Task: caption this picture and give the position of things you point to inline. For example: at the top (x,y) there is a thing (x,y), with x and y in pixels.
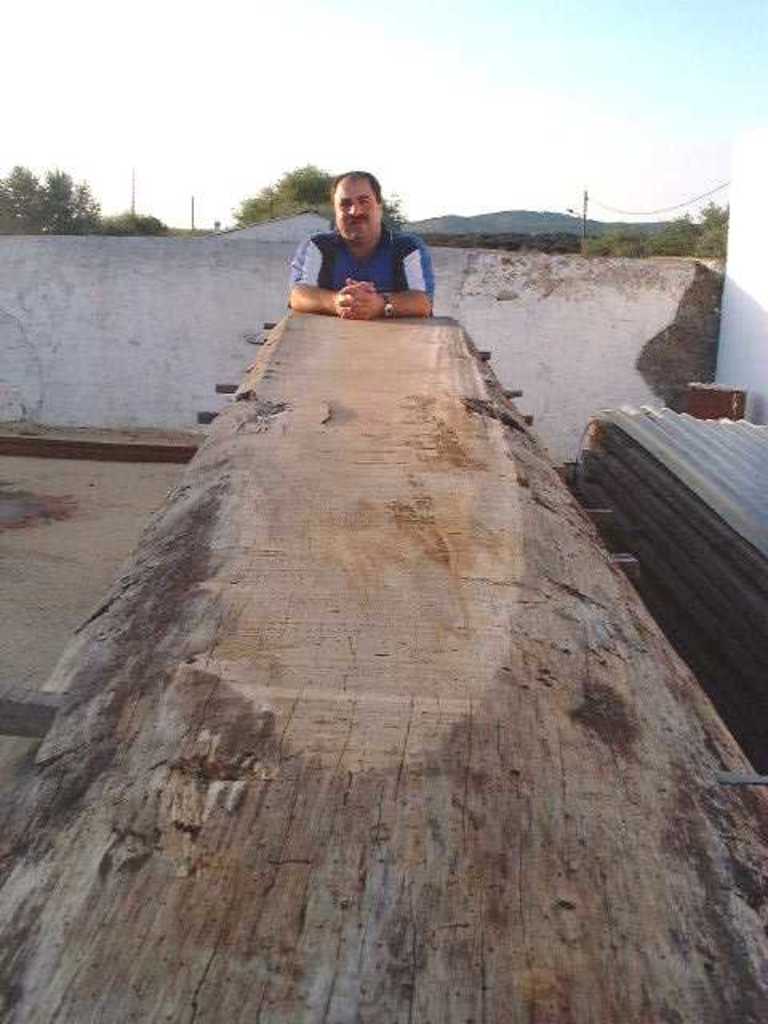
The man (387,271) in the blue T-shirt (298,278) is standing at the end of the wooden slab (409,559). He is putting his hands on the wooden slab (311,497). On the right side (752,618), we see stacked roofing sheets (759,612). Behind the man (377,277), we see a white wall (569,306). There are trees (621,247), poles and hills (515,214) in the background (582,240).
